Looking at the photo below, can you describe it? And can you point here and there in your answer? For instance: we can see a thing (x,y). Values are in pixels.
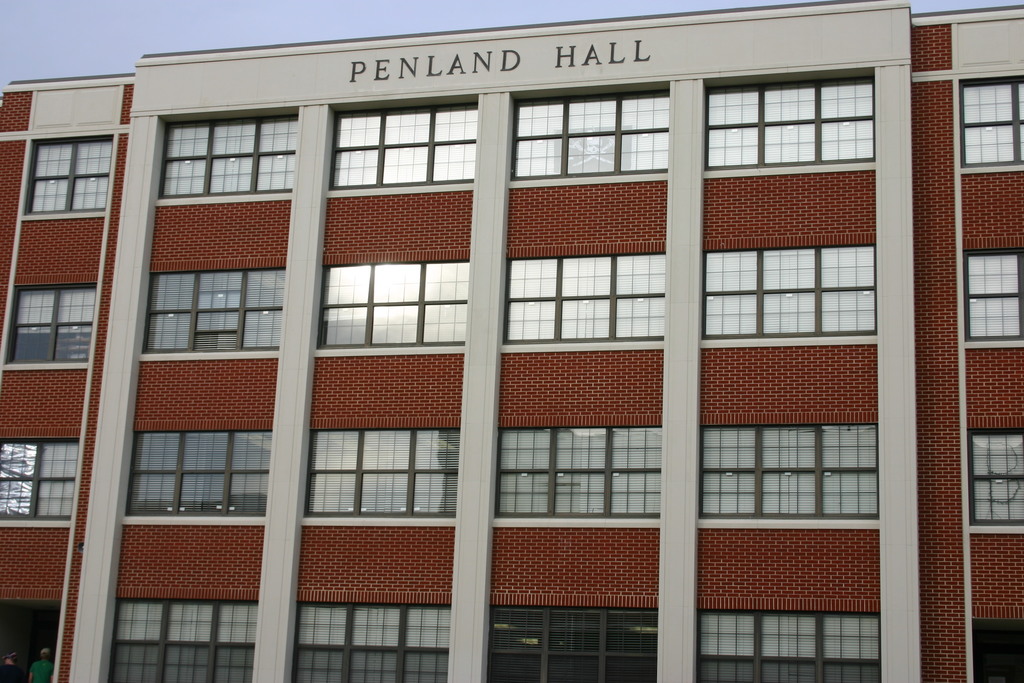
In this picture we can see a building (599,421) with a name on it, here we can see two people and we can see sky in the background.
